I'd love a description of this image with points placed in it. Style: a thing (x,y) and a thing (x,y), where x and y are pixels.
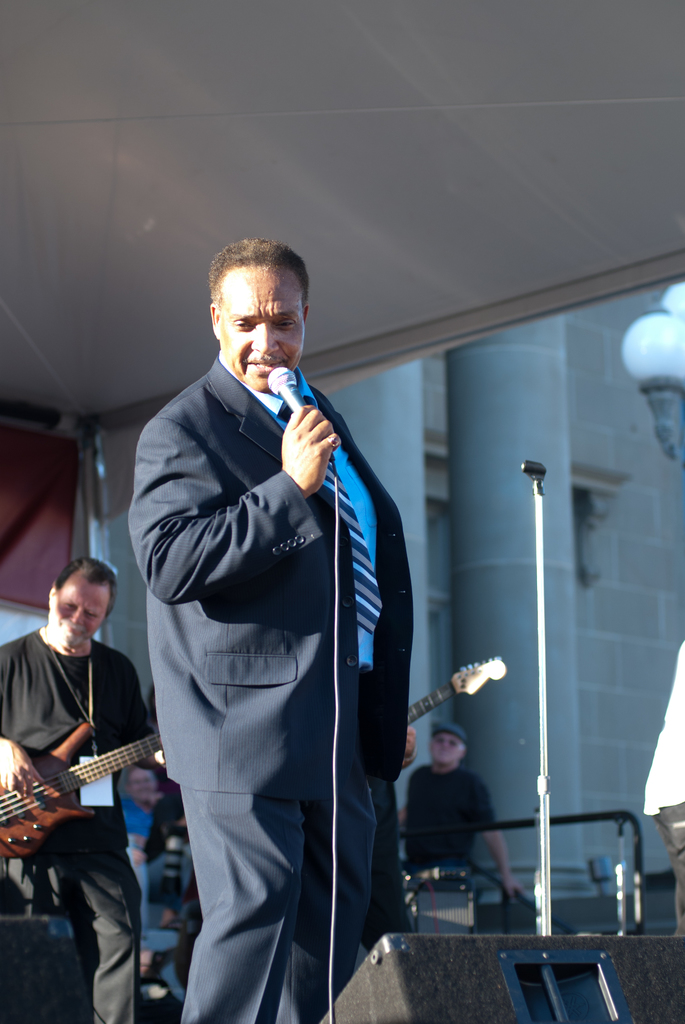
This picture is clicked outside. In the middle of the picture (247,472), we see a man (232,611) with blue shirt (354,496) and blue blazer (251,576) is holding microphone (291,381) in his hand (319,444). I think he is singing on microphone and behind him, we see other man (74,716) in black t-shirt (53,695) is holding guitar (93,767) in his hand (10,759) and playing it. Behind him, we see a board (21,538) in red color. On the right corner of this picture (588,424), we see pillar (510,419) and building (616,412).
